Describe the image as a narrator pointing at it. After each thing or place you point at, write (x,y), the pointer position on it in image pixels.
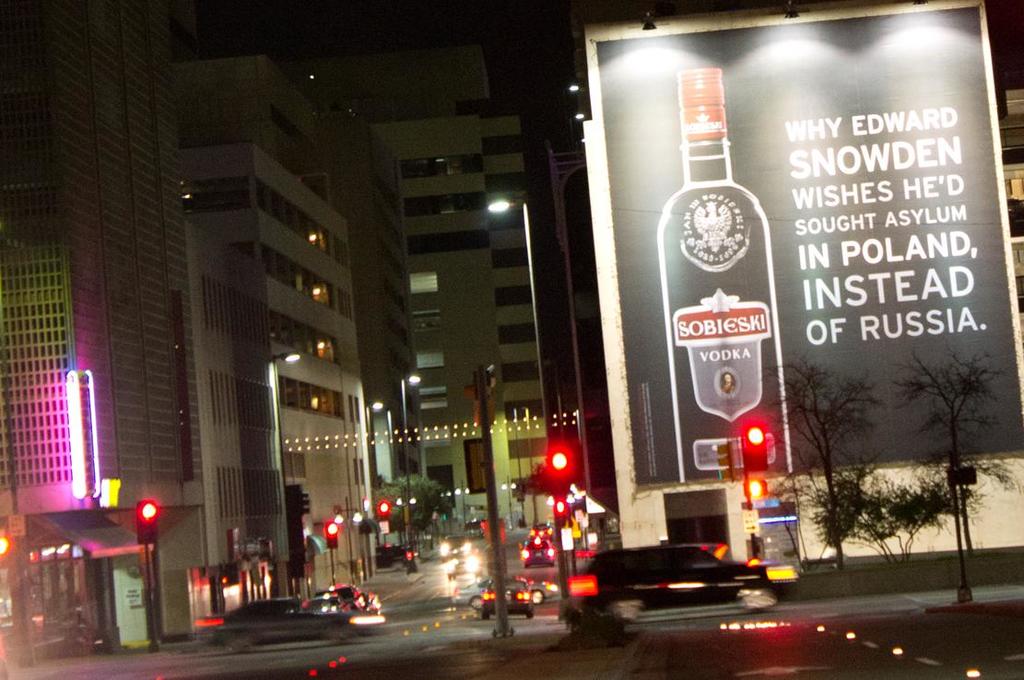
In this image in the middle (494,421) there are cars (638,580), lights (447,566), poles (412,536), buildings (408,424), car (257,636). On the right (798,354) there are trees (839,542), lights (793,521), poster (848,299), text (891,215), car (672,567), building (1016,130).
